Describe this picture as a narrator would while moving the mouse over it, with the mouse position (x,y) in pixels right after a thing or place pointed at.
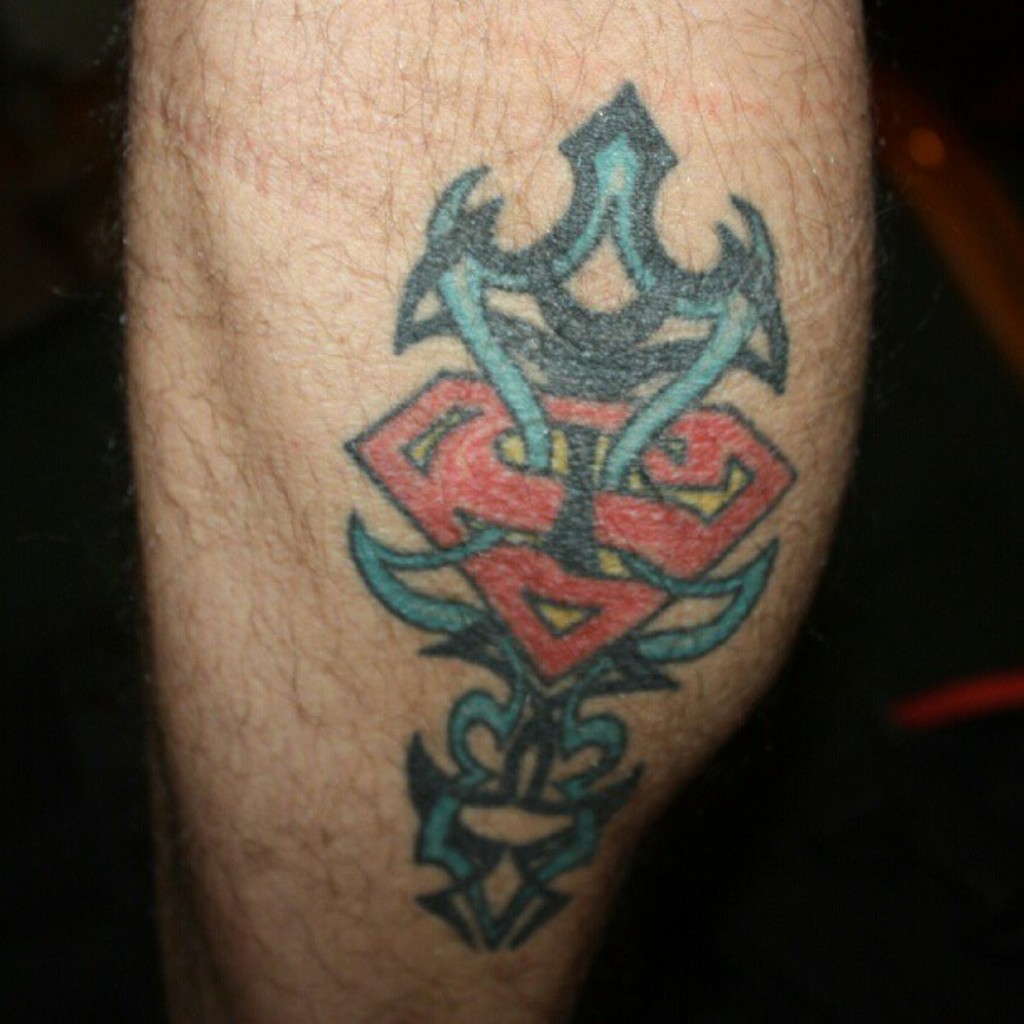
We can see leg (381,454) of a person (405,515) with tattoo (629,511). In the background (848,909) it is dark.
